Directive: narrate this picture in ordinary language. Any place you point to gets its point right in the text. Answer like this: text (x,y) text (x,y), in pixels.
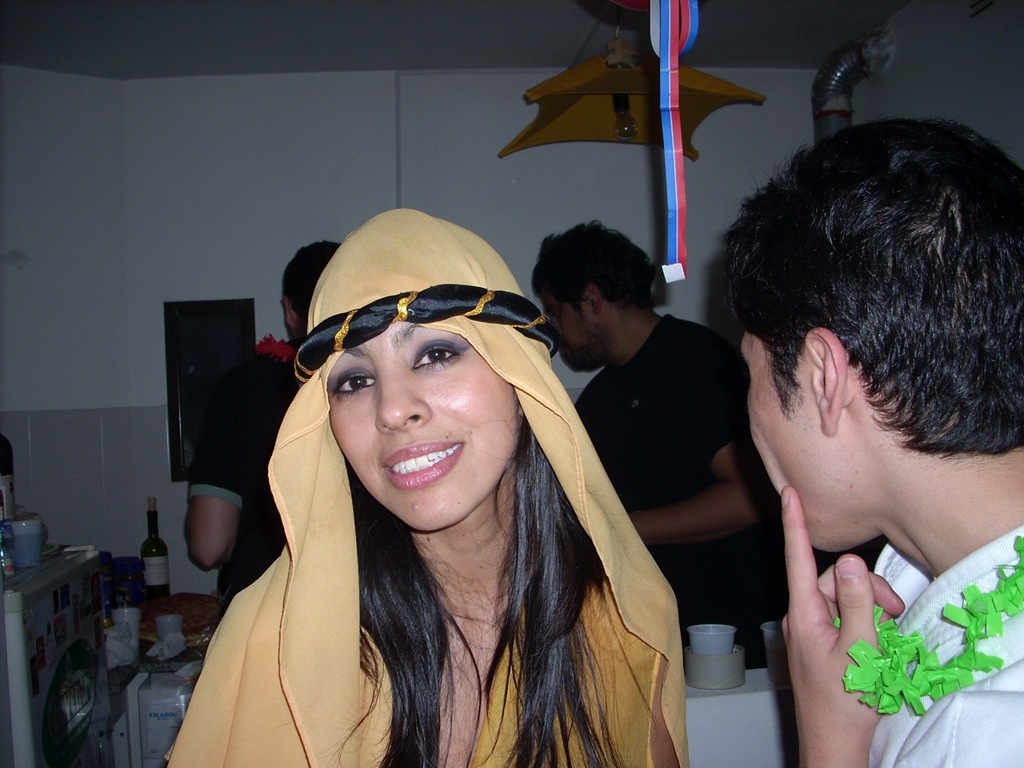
In this image I can see few people (528,530) are standing and wearing different color dresses (333,656). Back I can see a bottle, cups (127,627), tissues (159,649) and few objects (114,586) on the table (144,658). I can see a pipe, light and the wall (422,116).
